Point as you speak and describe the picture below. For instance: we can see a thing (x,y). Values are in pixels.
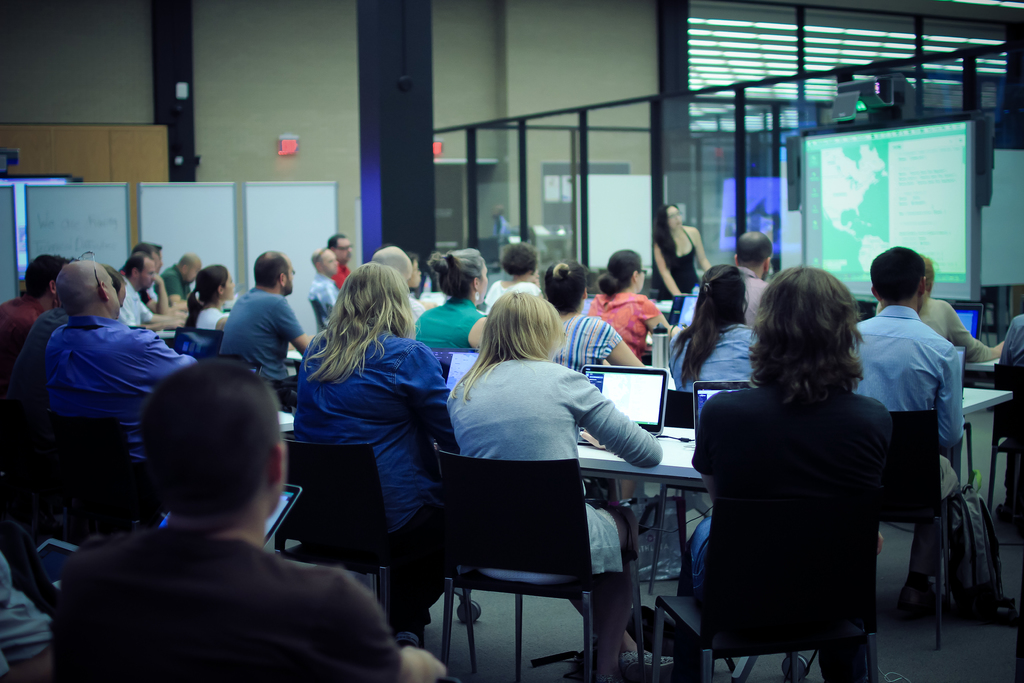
In this image we can see people (251,496) sitting on the chairs (479,503) near table (690,446) where laptops (653,374) are placed. In the background (630,231) we can see a projector (896,220), glass doors (635,166) and exit board (289,151) on wall (318,155).
